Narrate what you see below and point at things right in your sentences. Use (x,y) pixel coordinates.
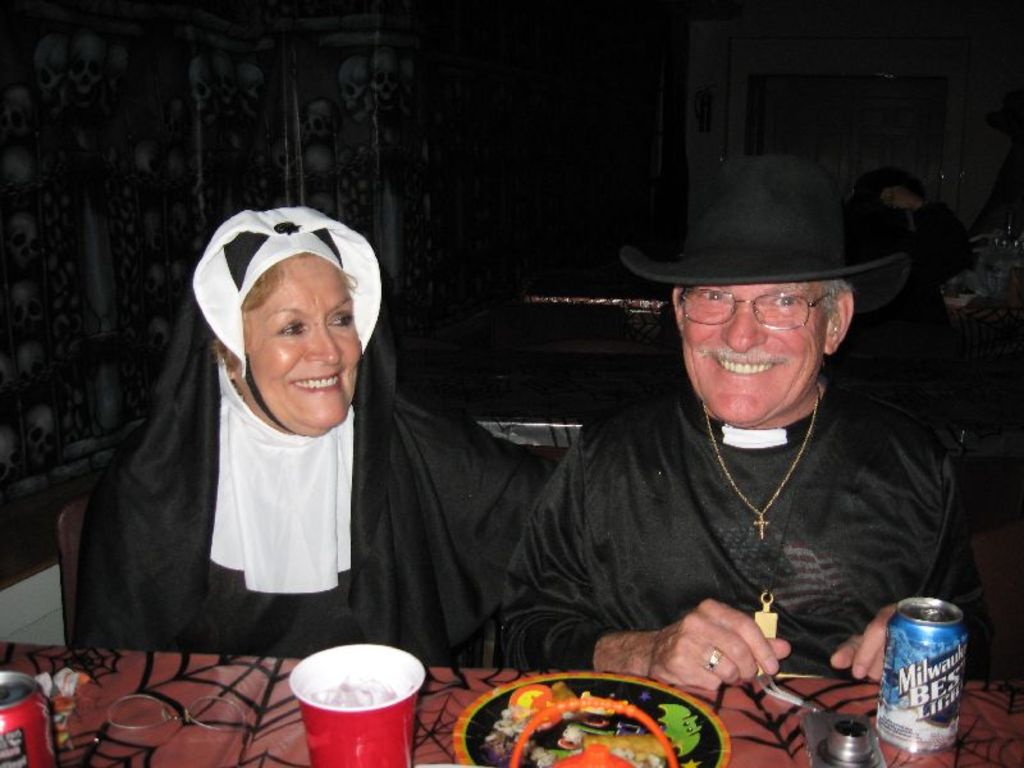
In this image I can see a woman (385,417) and man (778,462) wearing a black color costumes (453,526) and they both are smiling and visible in front of the table (760,704), on the table (633,706) I can see a cloth (141,669), on the cloth (229,739) I can see the cup (389,738), tin (925,700), plate (637,687), on the plate (612,693) I can see food (615,708) and background (880,82) is black.
